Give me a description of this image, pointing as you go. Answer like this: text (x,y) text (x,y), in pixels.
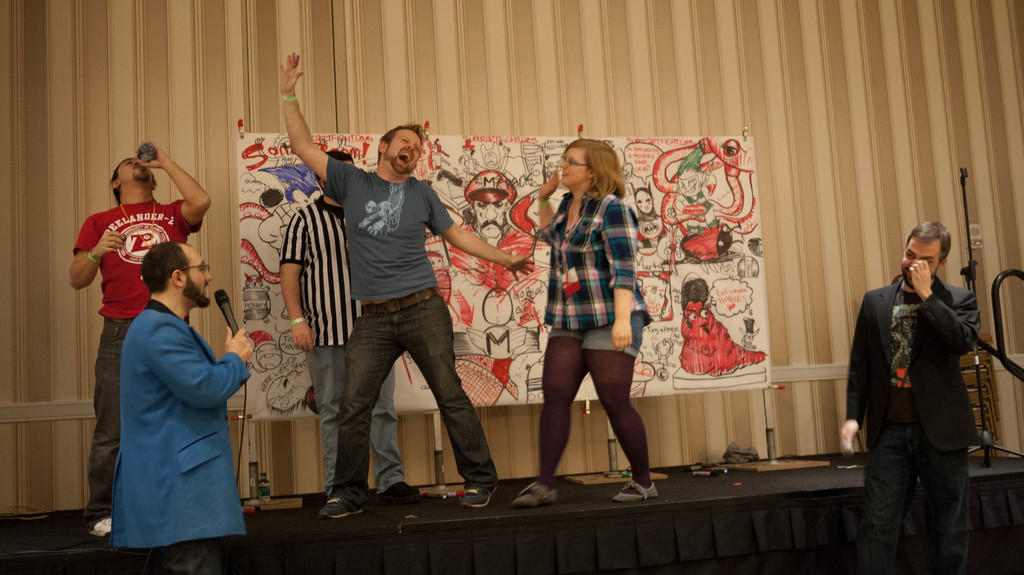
In the picture I can see few people (370,350) are in one place, among them one person (224,365) is holding microphone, another person (131,180) is holding bottle (153,160), behind we can see a banner (494,242) to the wall (11,452).
